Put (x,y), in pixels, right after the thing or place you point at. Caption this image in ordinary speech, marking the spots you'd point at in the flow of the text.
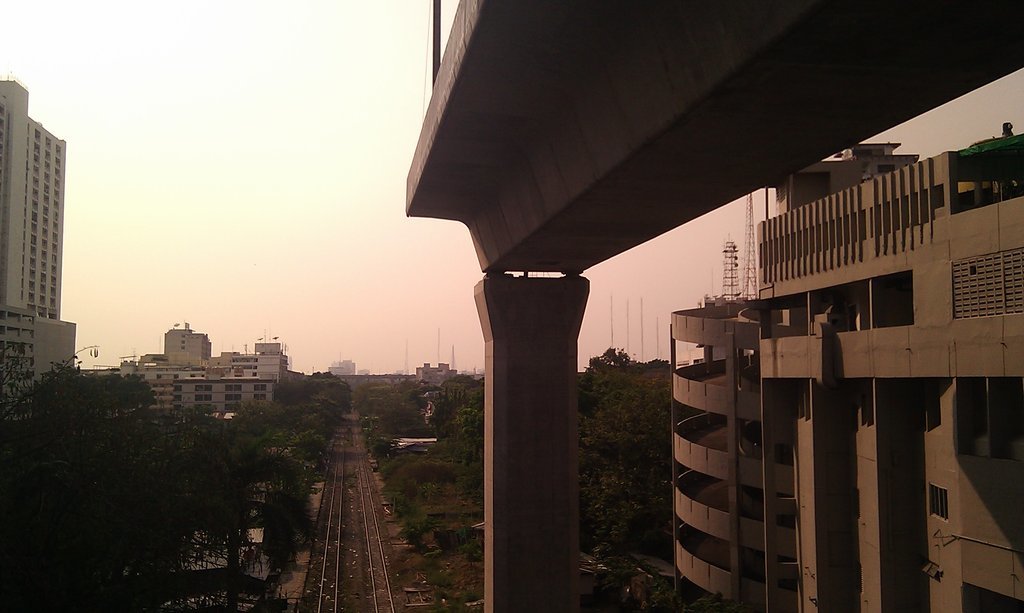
This is a top view of an image where we can see tower building (940,408), the pillar (565,456), metro bridge (938,49), trees (120,501) and the sky (158,157) in the background (388,220).
